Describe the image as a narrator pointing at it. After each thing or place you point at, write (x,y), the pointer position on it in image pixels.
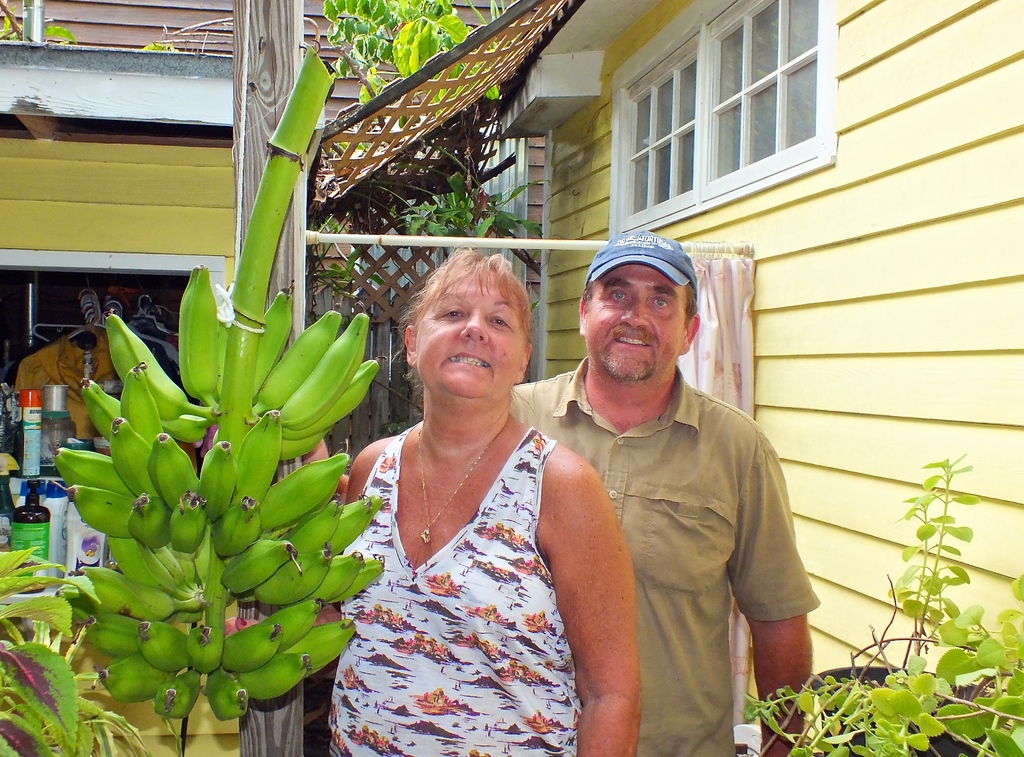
In this image In the middle (450,465) there is a woman (430,601) she is smiling she is wearing a white dress (433,624). On the right (694,559) there is a man (693,505) he wears shirt (652,432) and cap (674,265). On the left (241,425) there are bananas (245,525) and plants (48,604). In the background (880,355) there is a house (937,240) and window (701,181).
